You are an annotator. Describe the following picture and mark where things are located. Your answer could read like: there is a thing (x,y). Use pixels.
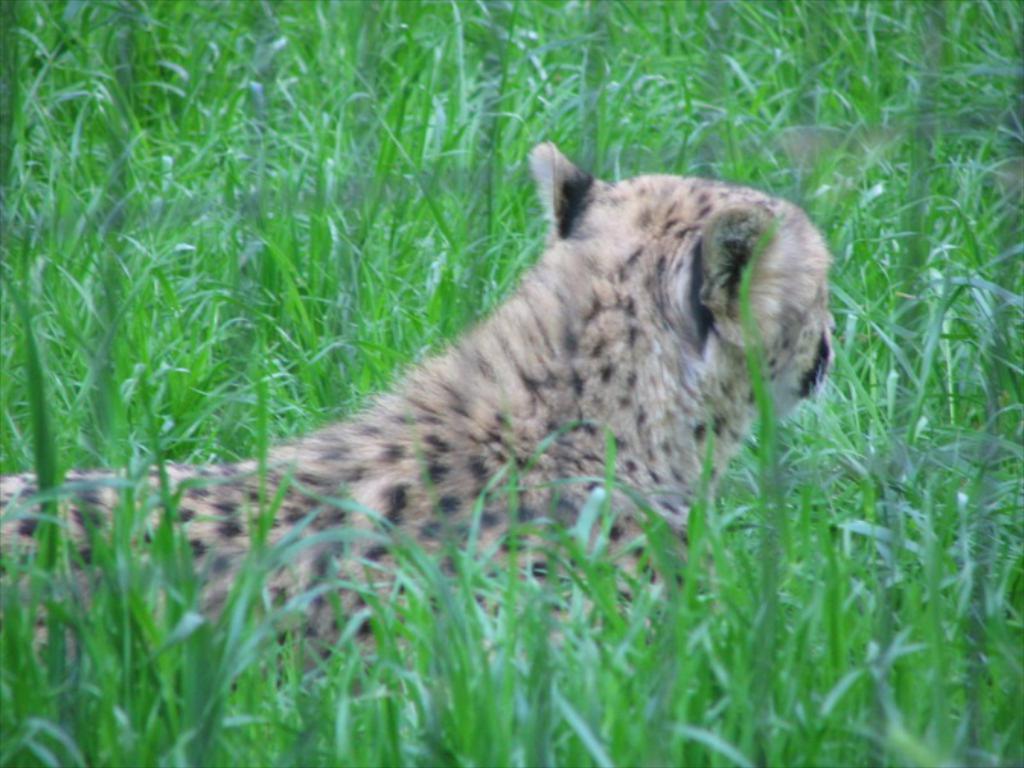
In this picture we can see an animal (435,445) on the ground (512,607) and in the background (95,418) we can see the grass (335,197).
